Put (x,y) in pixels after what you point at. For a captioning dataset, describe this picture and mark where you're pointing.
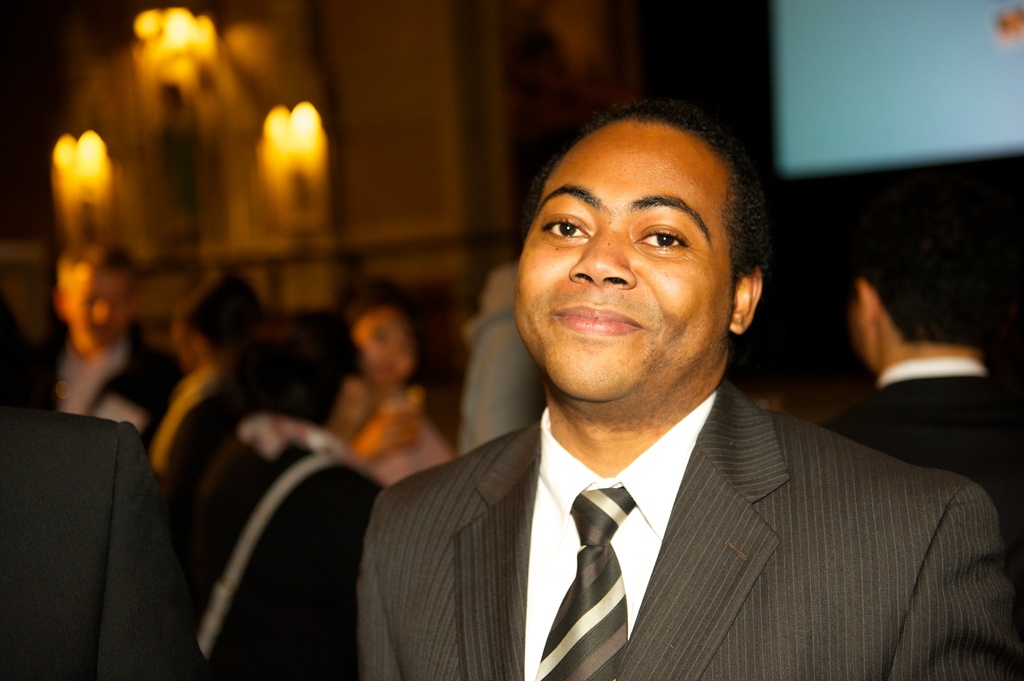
As we can see in the image there are few people (590,317) here and there, lights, screen (939,86) and wall (458,177). The person (665,286) standing in the front (693,367) is wearing black color jacket (798,440).
